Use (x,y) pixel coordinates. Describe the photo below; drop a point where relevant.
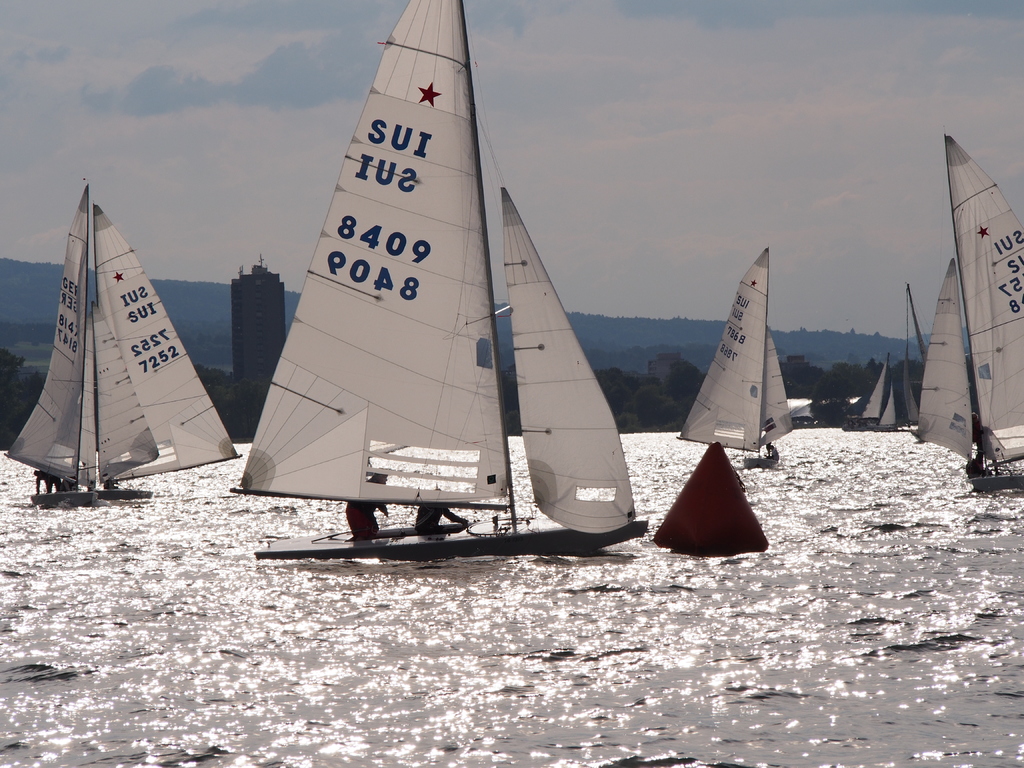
In this image at the bottom (905,567) there is a river (874,549), in that river (953,485) there are some ships (966,418). And in the background (212,325) there are some trees (813,386), mountains (224,310) and a building (246,293). At the top of the image (535,199) there is sky (652,244).
